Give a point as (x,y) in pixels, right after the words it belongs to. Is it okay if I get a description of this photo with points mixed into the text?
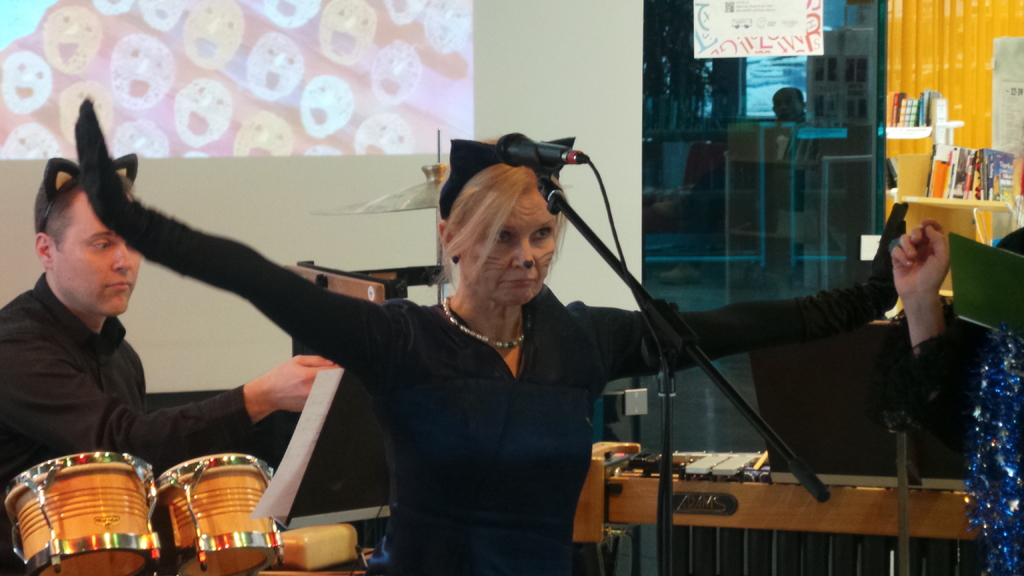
A person (446,424) is standing wearing a black dress (497,351) and a black hair band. There is a microphone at the front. A person (909,346) is standing at the right (927,269). A person (61,285) is sitting at the left (215,502) and there are drums (213,502). At the right (939,163) back there are books (939,163).
